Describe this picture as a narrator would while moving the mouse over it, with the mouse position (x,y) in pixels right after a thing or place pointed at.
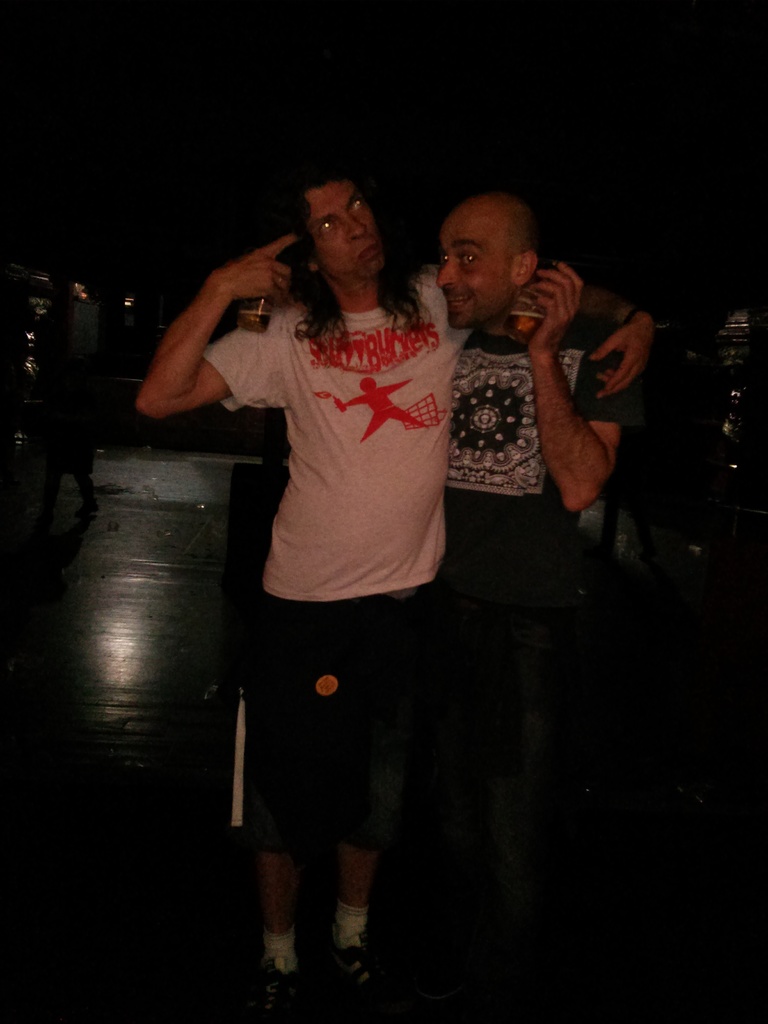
In the center of the image (369,385) there are men (402,579) standing on the floor (388,952).
